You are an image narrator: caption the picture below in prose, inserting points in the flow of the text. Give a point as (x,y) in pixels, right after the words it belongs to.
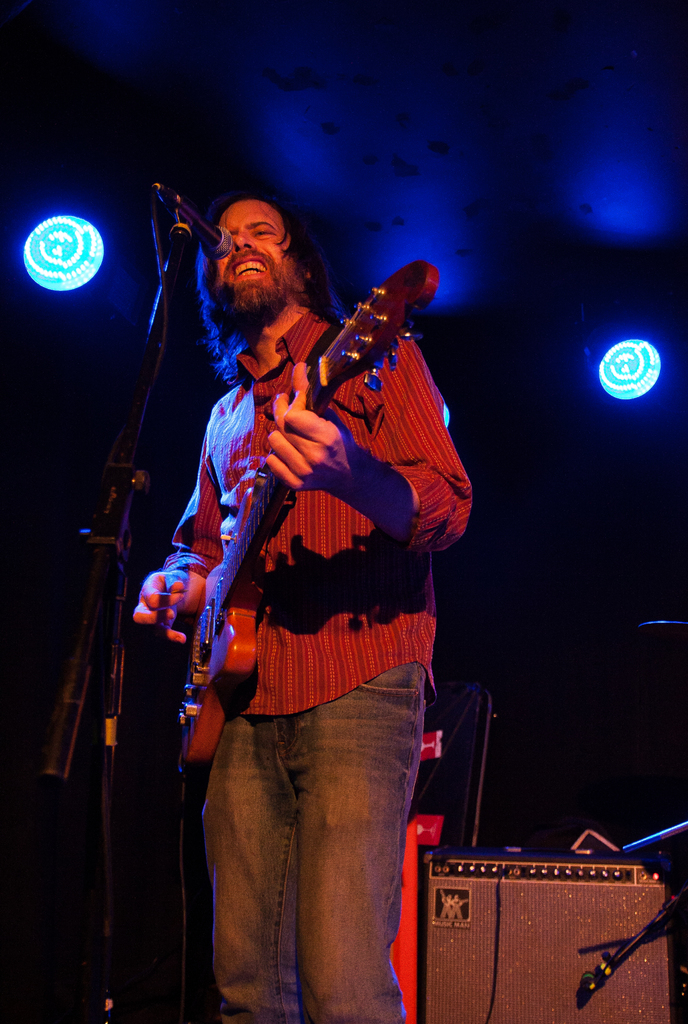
A person (302,525) is playing a guitar (339,343) and singing in-front of mic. Background (629,376) we can see focusing lights (75,255) and device (539,933).
